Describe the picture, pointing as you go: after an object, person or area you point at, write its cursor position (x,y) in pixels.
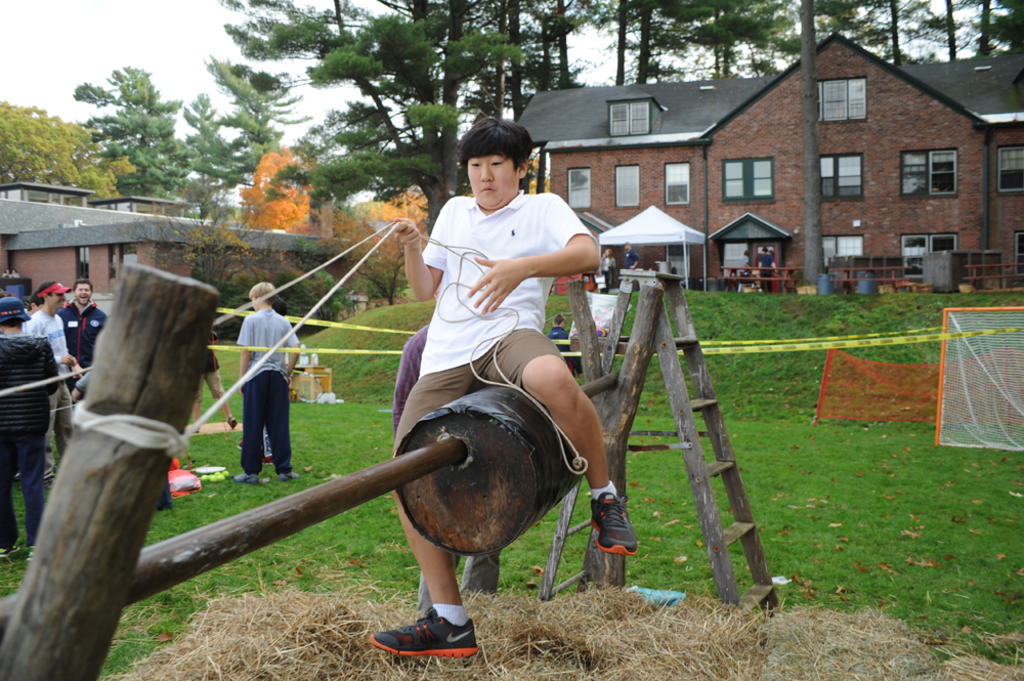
In this image there is the sky (122,58) towards the top of the image (128,31), there are trees (285,49) towards the top of the image (738,22), there is a building (801,139) towards the right of the image (829,147), there is a building (165,226) towards the left of the image (127,225), there are windows (954,151), there is a tent (674,219), there are group of persons (628,255) standing, there is a wooden object (134,523) towards the bottom of the image (74,576), there is a man (593,264) sitting on the wooden object (517,418), he is holding a rope (306,318), there is a net (980,362) towards the right of the image (996,405), there is dried grass (339,641) towards the bottom of the image (724,641), there is grass (328,334), there are objects (307,360) on the grass (689,534).
